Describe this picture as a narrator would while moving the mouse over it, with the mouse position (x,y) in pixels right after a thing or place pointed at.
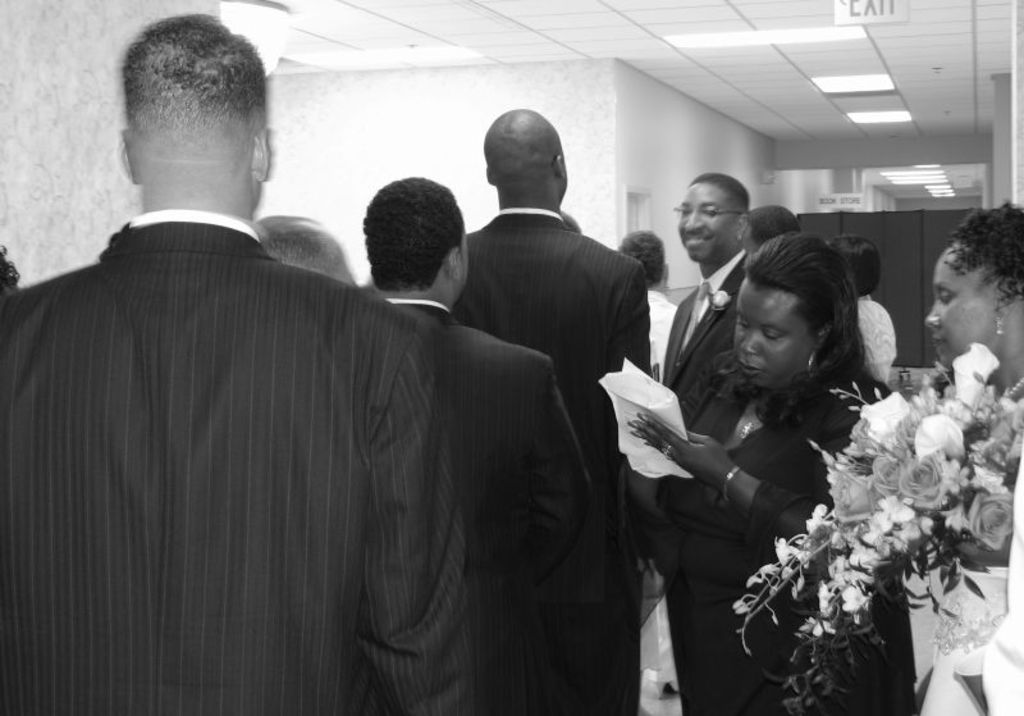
This is a black and white image. We can see there is a group of persons (298,449) are standing in the middle of this image, and there is a wall (479,205) in the background (479,205). There is one woman (690,453) standing on the right side (708,447) is holding some papers (642,386), and the woman (1004,390) standing at the right side (951,450) to this woman (802,449) is holding some flowers (915,476).
